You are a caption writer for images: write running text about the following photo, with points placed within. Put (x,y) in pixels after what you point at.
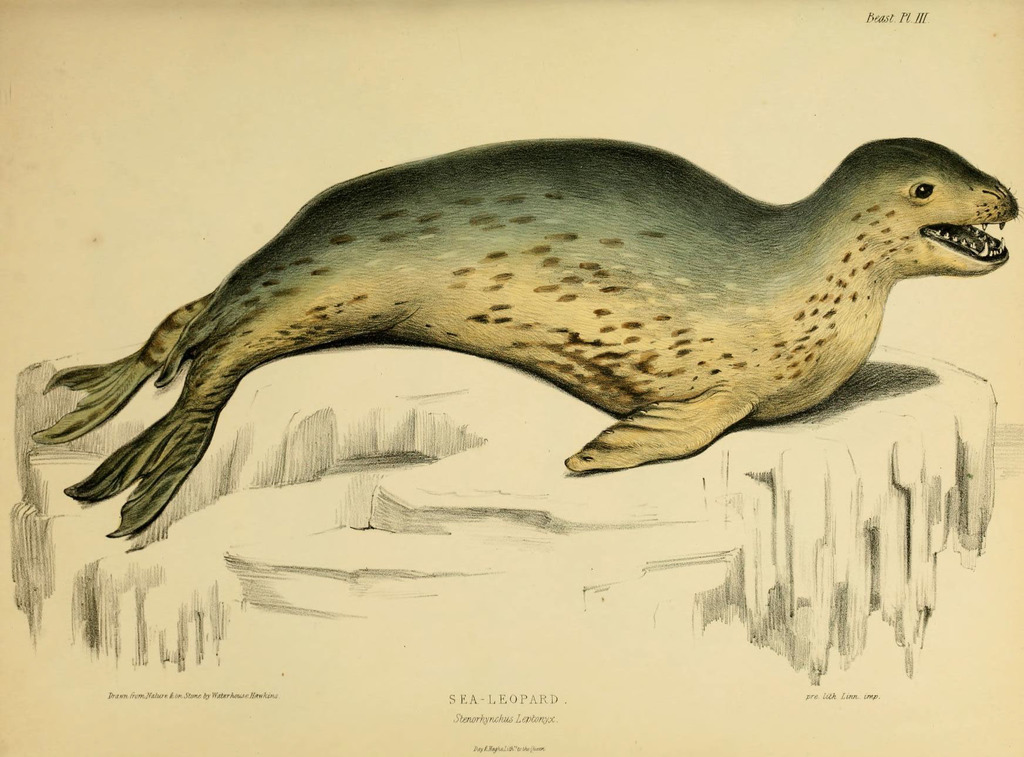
This image looks like a painting, in which I can see a seal (579,459) on a rock (514,570) and a text (533,715).
